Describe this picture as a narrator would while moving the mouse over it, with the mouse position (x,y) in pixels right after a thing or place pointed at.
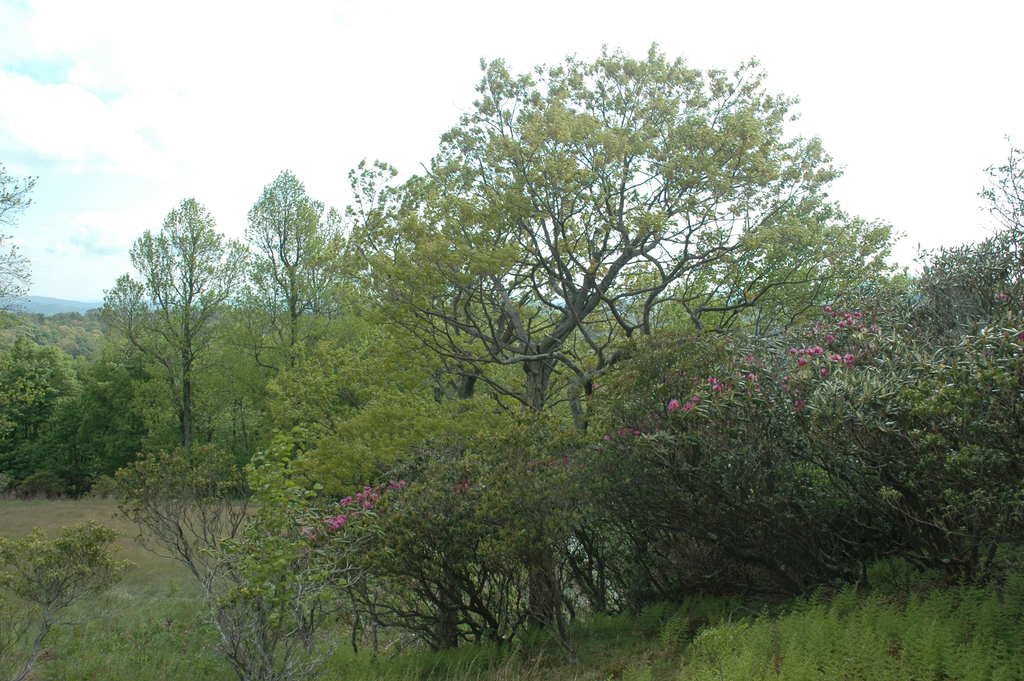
This image consists of many tree (232,588). At the bottom (830,656), there is green grass (898,627). It looks like it is clicked in the forest (151,370). At the top (108,92), we can see the clouds (647,35) in the sky (885,138). In the middle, we can see some flowers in red color.
